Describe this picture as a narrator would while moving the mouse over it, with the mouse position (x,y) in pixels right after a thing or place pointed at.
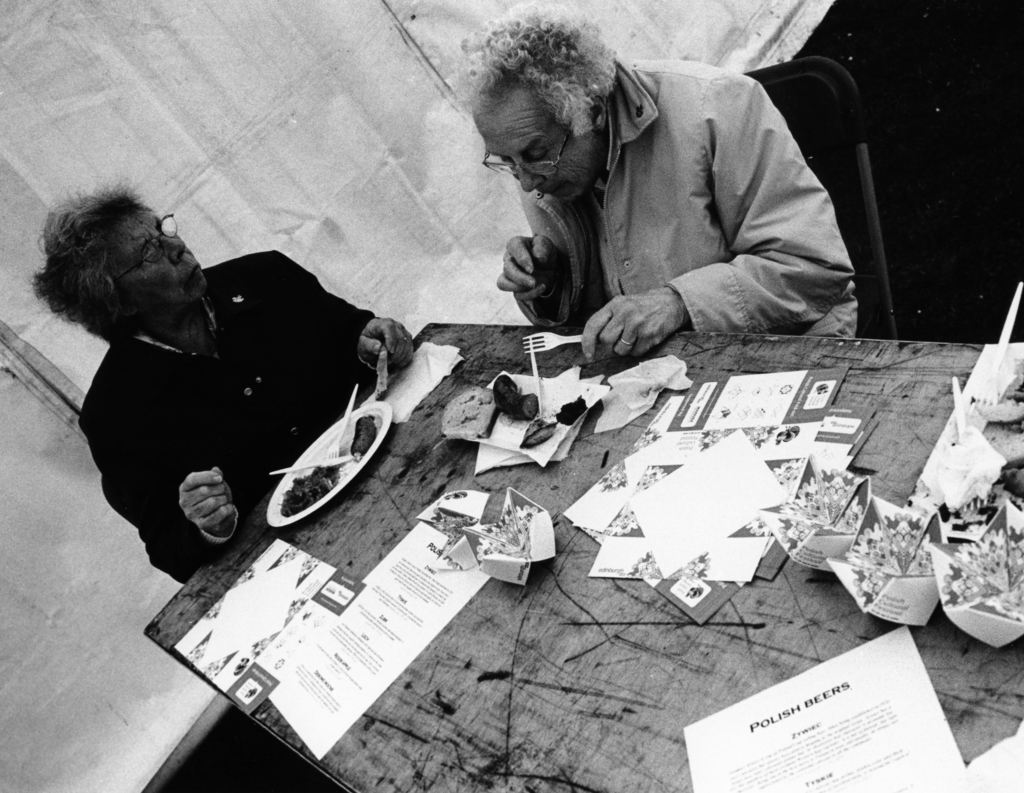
In this picture we can see two people (635,203) sitting on the chair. There is some food (361,441) in a plate (348,472). We can see forks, spoons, plates (301,511), papers (782,489) and cards (746,502) on the table (666,631).
